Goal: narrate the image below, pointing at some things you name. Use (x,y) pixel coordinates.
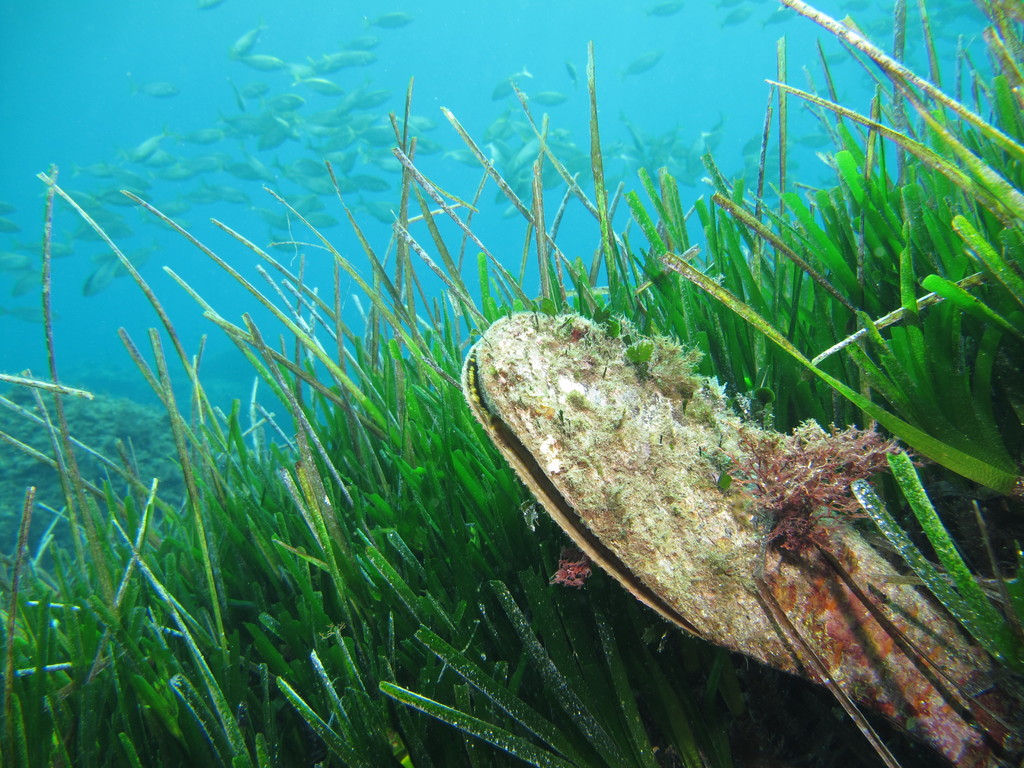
This is an underwater image. In this image we can see grass (327,441) and fish (305,166). Also there is some other object (705,557) in the water (212,145).
